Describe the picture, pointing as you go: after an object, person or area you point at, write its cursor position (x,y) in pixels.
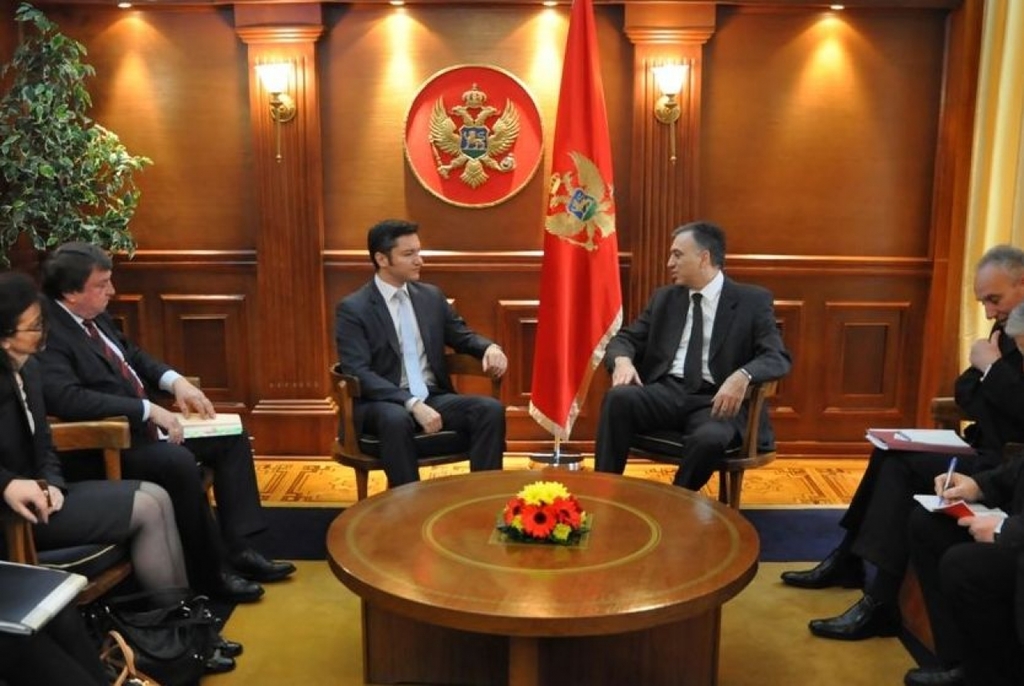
Here we can see some persons (637,371) are sitting on the chairs (370,451). This is table (549,561). On the table (609,575) there is a flower vase (563,496). This is floor (771,624). In the background (802,205) there is a wall (355,99) and this is frame (476,128). There is a plant (102,184) and this is flag (581,205).
